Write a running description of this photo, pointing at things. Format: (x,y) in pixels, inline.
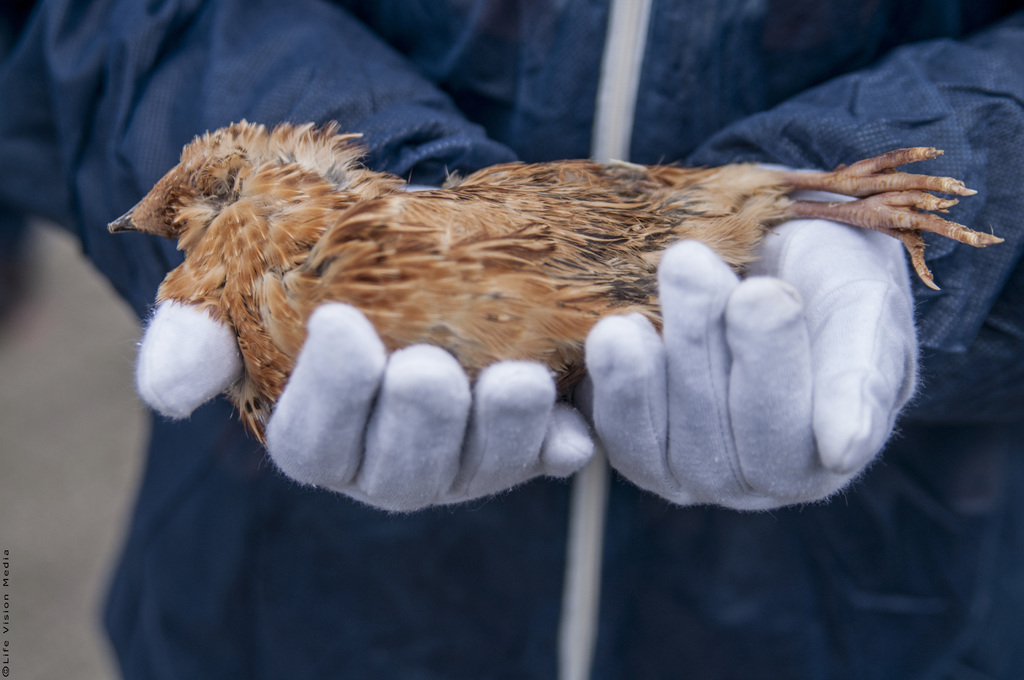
In the image there is a person (512,505) with jacket (495,514) and gloves (802,446) holding a bird (473,276).
